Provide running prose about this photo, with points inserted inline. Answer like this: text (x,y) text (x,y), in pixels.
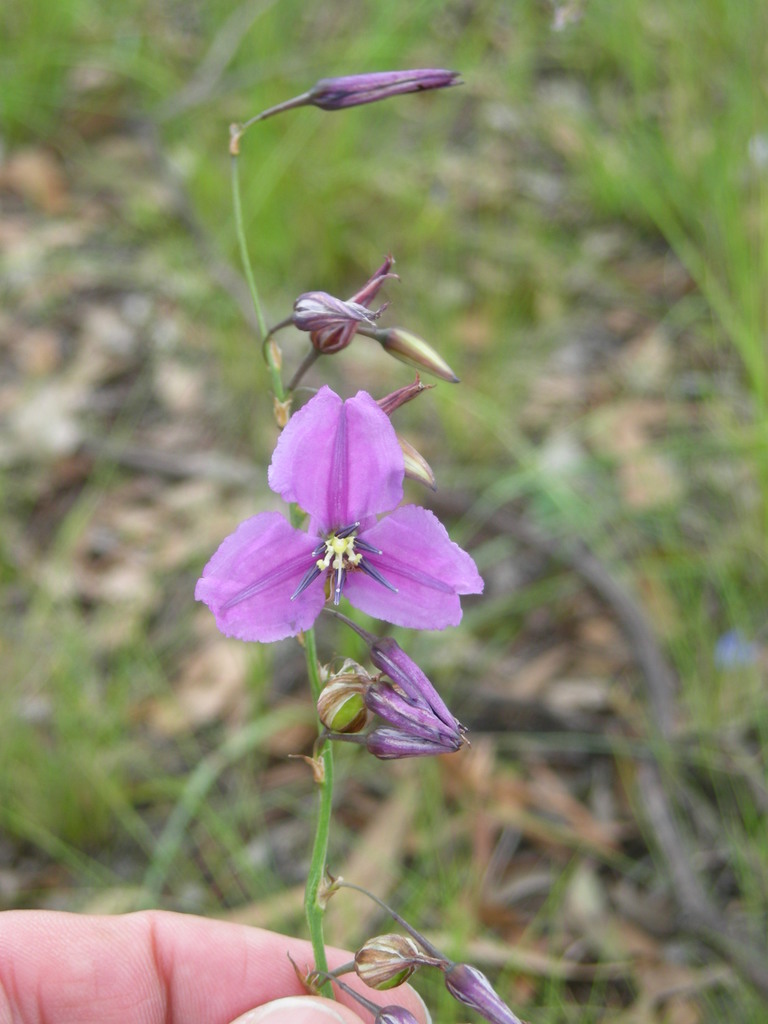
On the bottom left (223,945), there is a hand (46,945) of a person (46,945) holding a plant (490,1017) which is having flowers (491,1002). And the background (298,340) is blurred.
